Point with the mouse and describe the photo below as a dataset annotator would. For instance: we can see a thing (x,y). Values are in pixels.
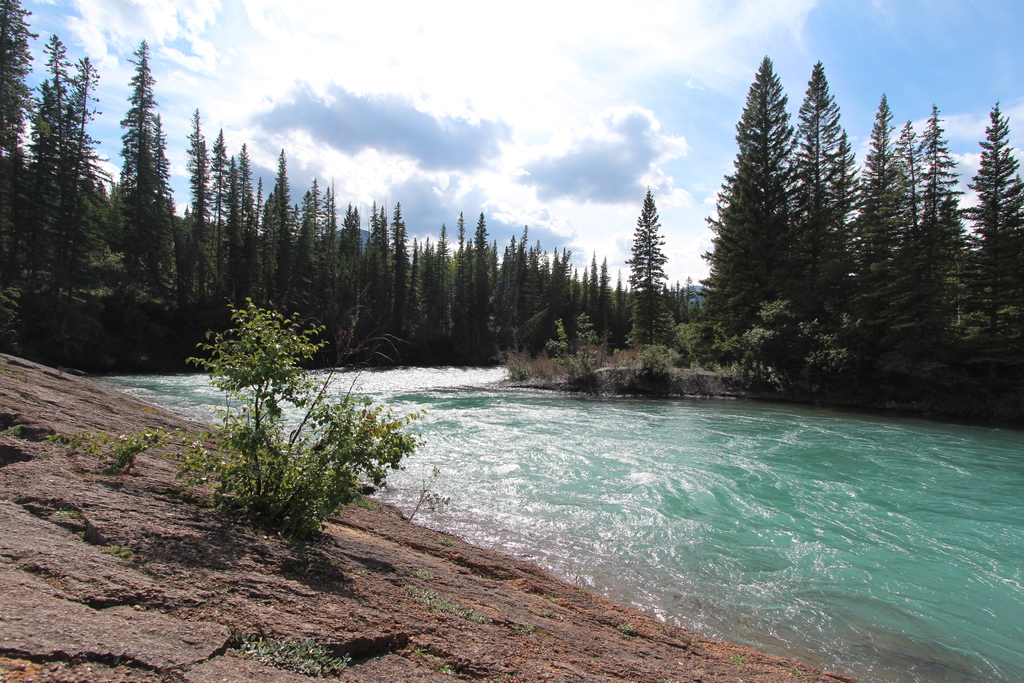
In this picture we can see water (724,425) flowing through the river (471,459) which is surrounded by rocks (99,530), trees (94,185) and blue sky (587,102).
